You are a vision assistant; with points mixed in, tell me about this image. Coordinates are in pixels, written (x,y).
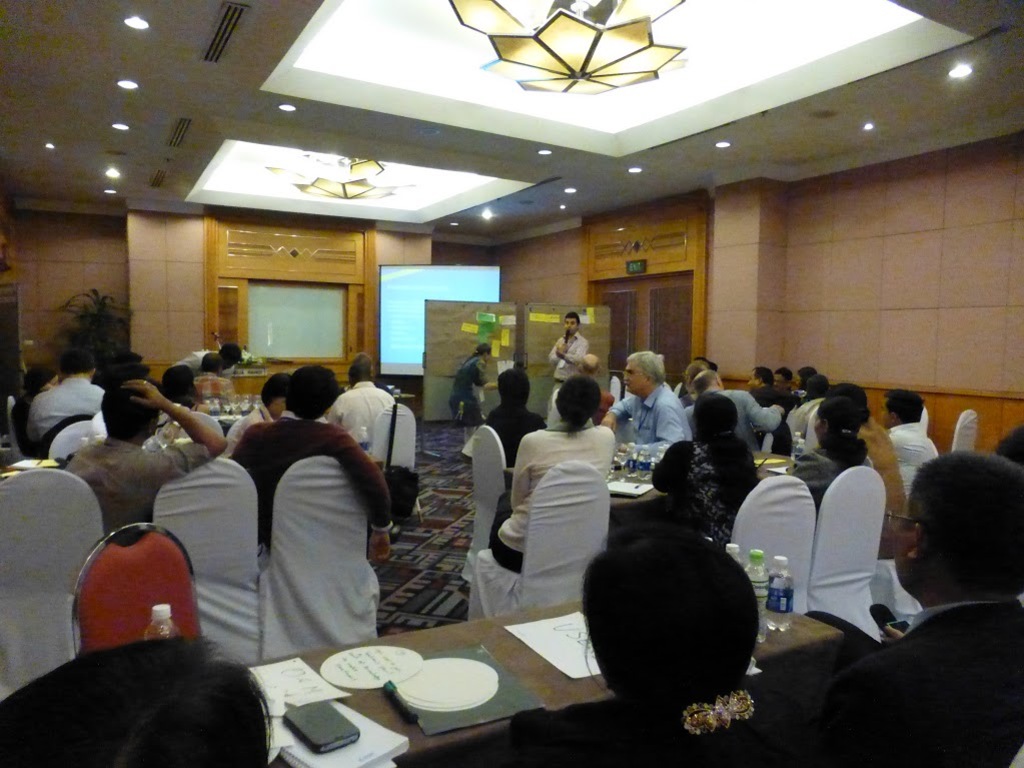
This picture is taken inside the room (433,449). In this image, we can see a group of people (949,742) sitting on the chair (190,545) in front of the table (531,689), on the table (549,682), we can see some papers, bottles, mobile (342,740). On the right side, we can also see a person (570,335) standing and holding a microphone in his hand (561,344). On the right side (692,294), we can see a door (666,325) which is closed. On the right side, we can also see another person (476,374). In the background (455,326), we can see a board (515,317) with some papers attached to it. In the background (422,284), we can also see a screen (412,292). In the background (309,291), we can see a board (254,309). On the left side (94,300), we can see some plants (87,342). At the top (57,74), we can see a roof (750,144) with few lights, at the bottom (439,561), we can see a mat (434,594).
